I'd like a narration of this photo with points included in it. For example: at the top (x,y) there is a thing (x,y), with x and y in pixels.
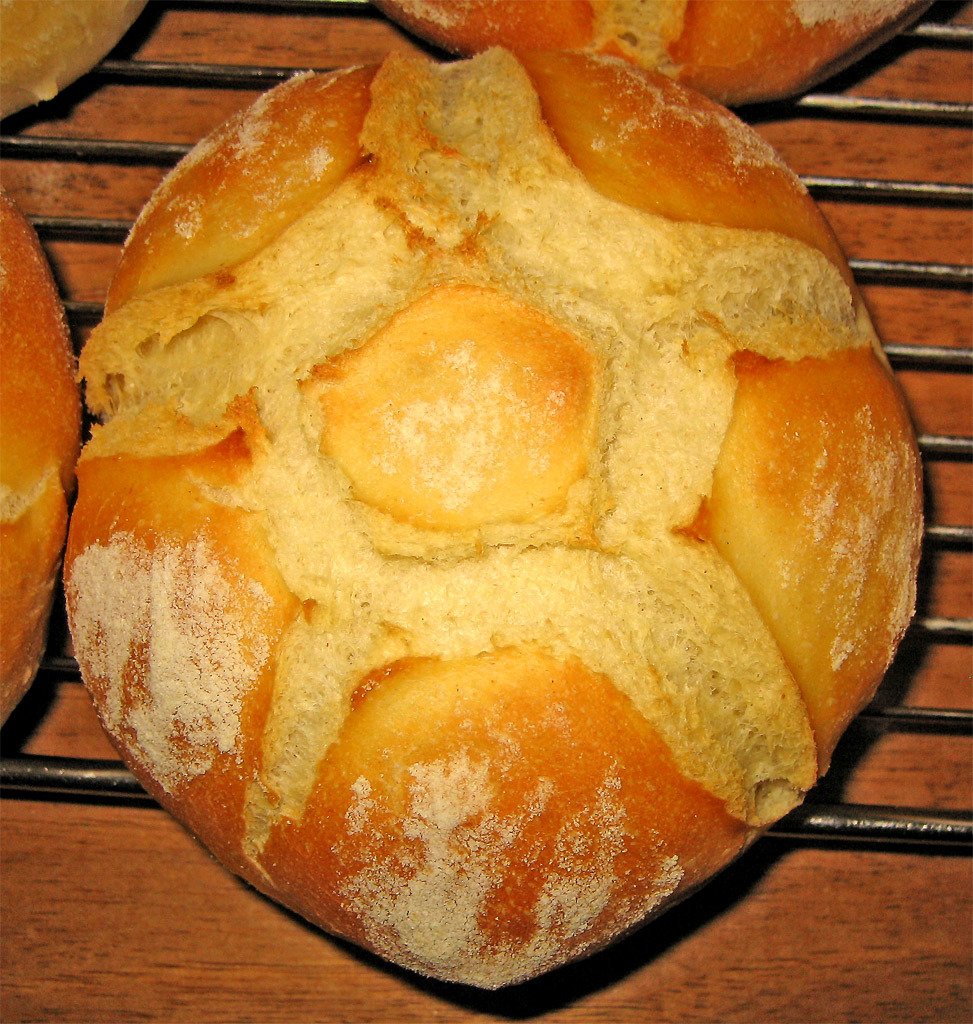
In this image I can see black colour grill rods (944,24) and on it I can see brown and cream colour food (569,393).
